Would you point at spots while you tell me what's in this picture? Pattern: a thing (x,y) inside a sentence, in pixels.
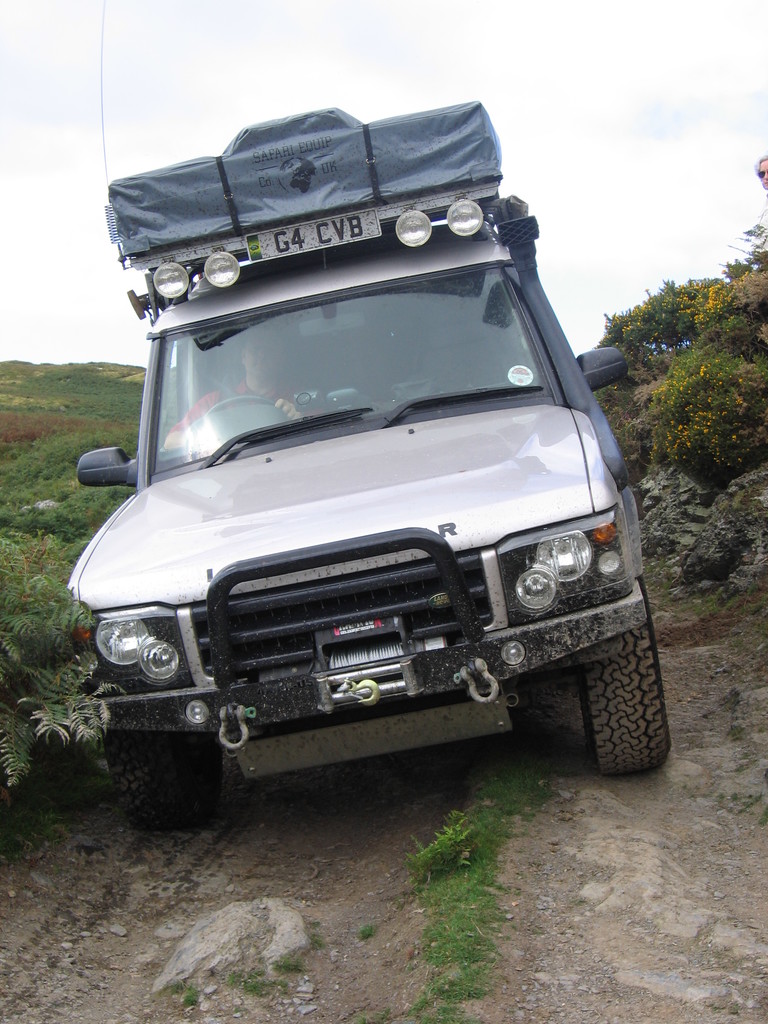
In the image we can see there is a car (347,487) moving on the ground (452,809) and on both the sides there are plants (6,529) and the ground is covered with dirt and rocks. There is a person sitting in the car (228,408).
